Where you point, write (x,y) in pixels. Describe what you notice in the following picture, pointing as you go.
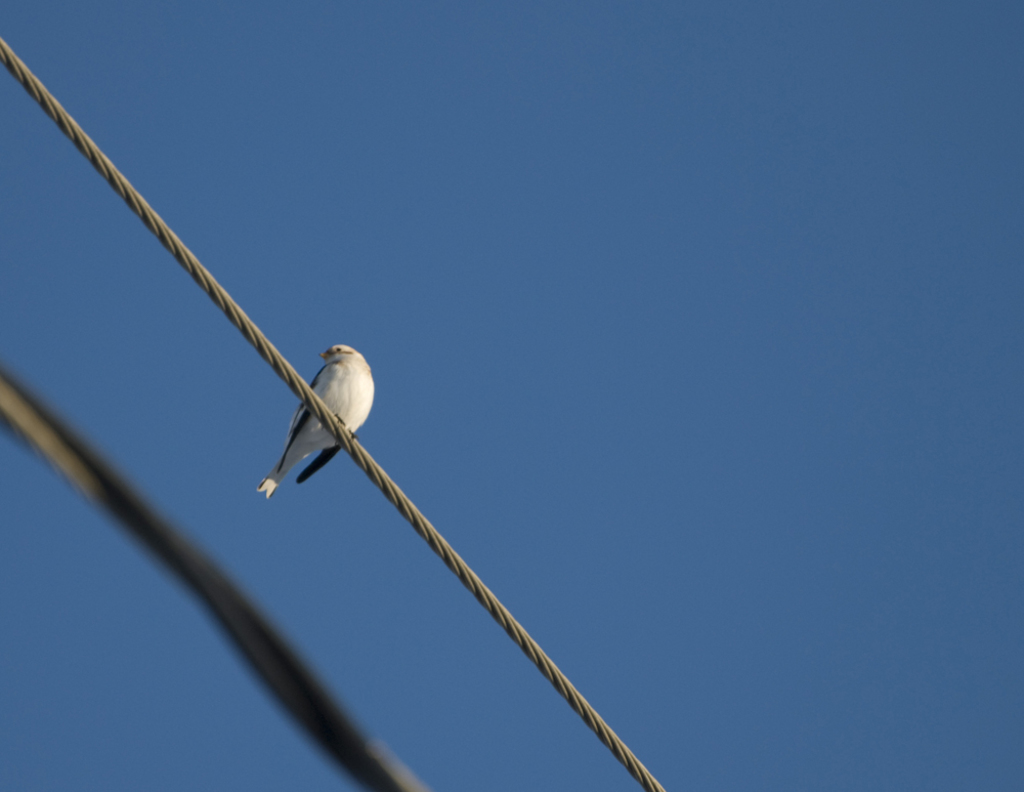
This picture is clicked outside. On the left (303,428) there is a bird (357,394) standing on a cable (114,177). On the left corner (102,500) there is an object (218,607). In the background (851,307) there is a sky (830,258).
